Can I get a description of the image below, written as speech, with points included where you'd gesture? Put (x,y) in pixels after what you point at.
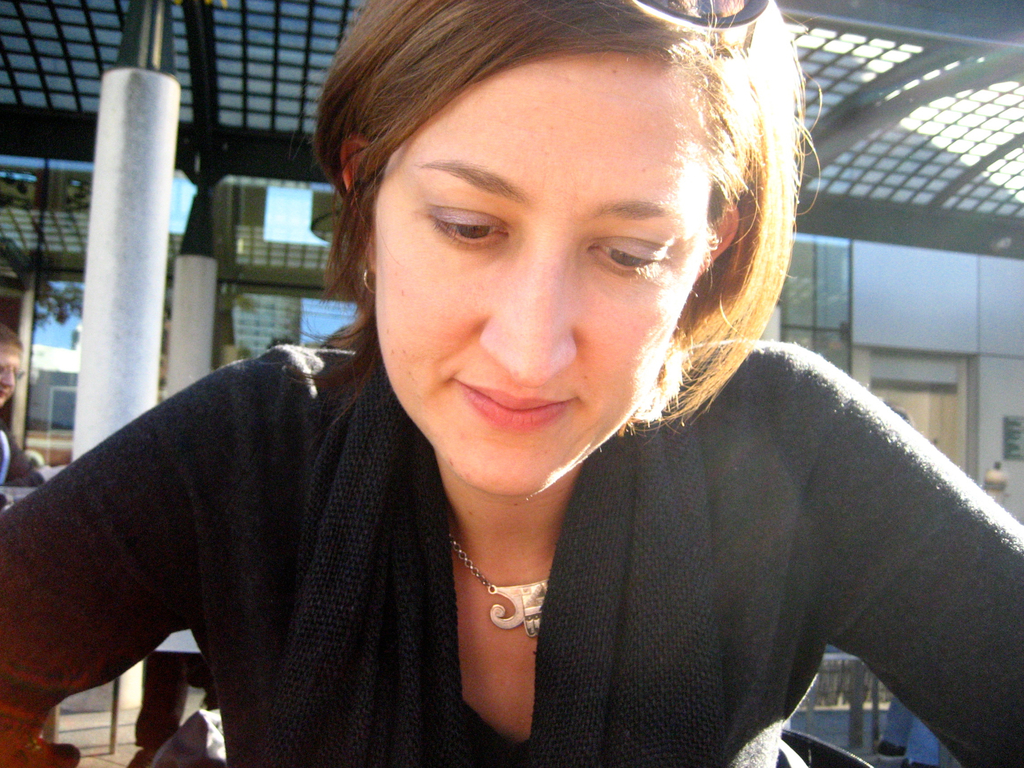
In the picture I can see woman (556,577), behind one person (19,473) is standing and there is a roof (204,133) to it.
